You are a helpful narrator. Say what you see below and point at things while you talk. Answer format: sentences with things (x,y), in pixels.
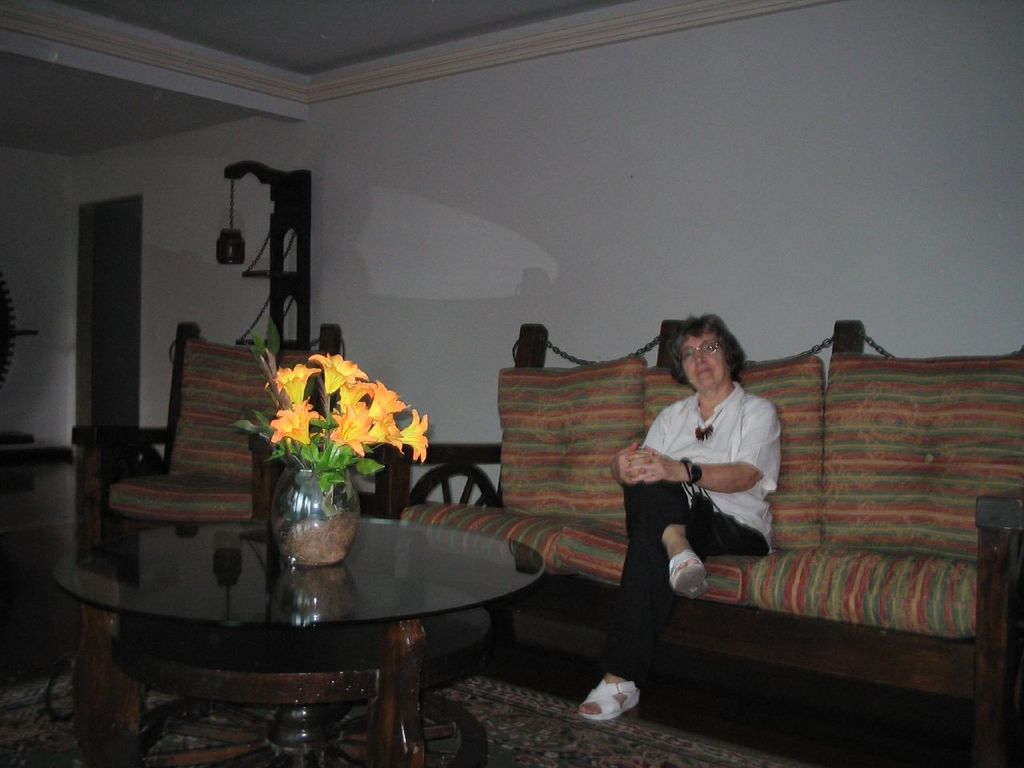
In this image we can see a woman (664,551) sitting on the sofa (807,517). We can see flower vase (319,554) on the table (281,598). In the background (648,117) we can see a wall (519,236) and chair (220,419).
